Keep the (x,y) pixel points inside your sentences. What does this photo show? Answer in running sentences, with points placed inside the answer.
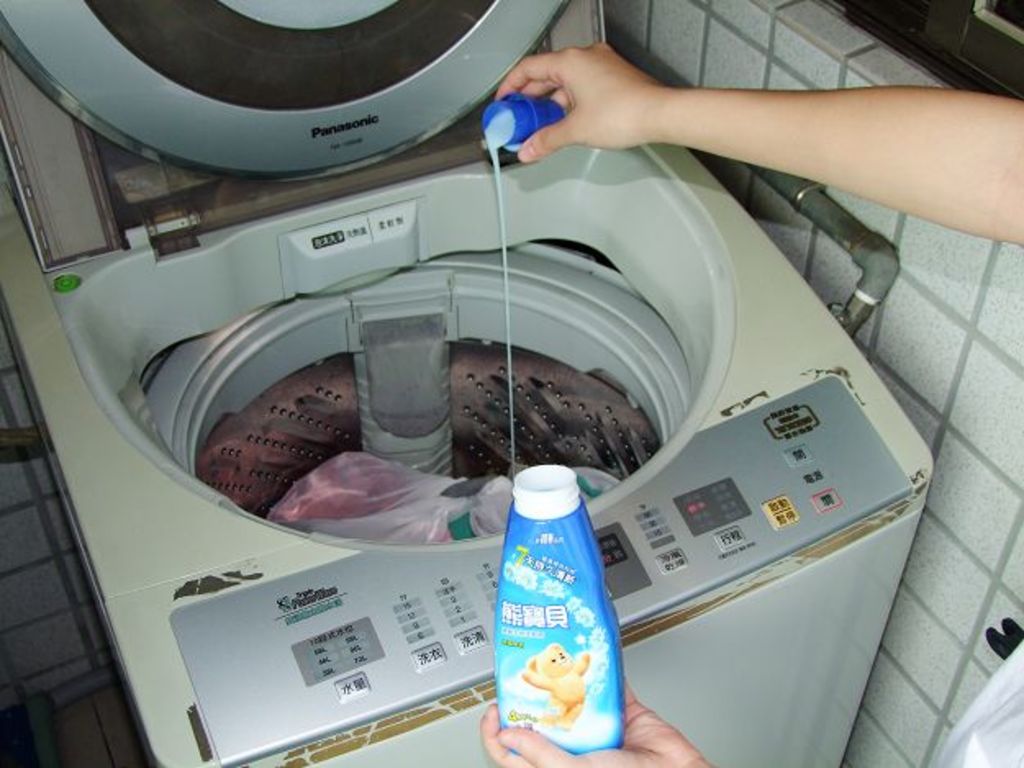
In this image I see a washing machine (804,369) and a person's hand (969,159) who is holding a bottle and a cap (541,113), I can also see the wall (639,19).
